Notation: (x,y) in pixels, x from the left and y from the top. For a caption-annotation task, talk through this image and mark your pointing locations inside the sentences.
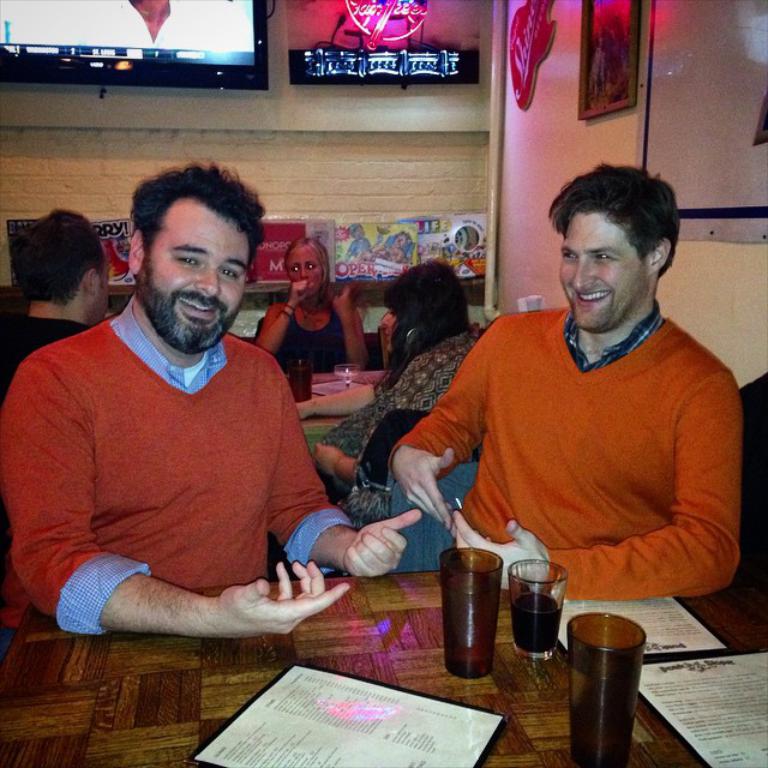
At the bottom of the image (527,673) there is a table (540,673) and there are two people (395,529) sitting and laughing. There are glasses (450,657) and menu papers (647,688) placed on the table (265,675) behind them there are three people (348,353) sitting around the table (366,376). In the background (310,99) there is a screen (36,1), wall decors (297,25) and a wall (468,126).
